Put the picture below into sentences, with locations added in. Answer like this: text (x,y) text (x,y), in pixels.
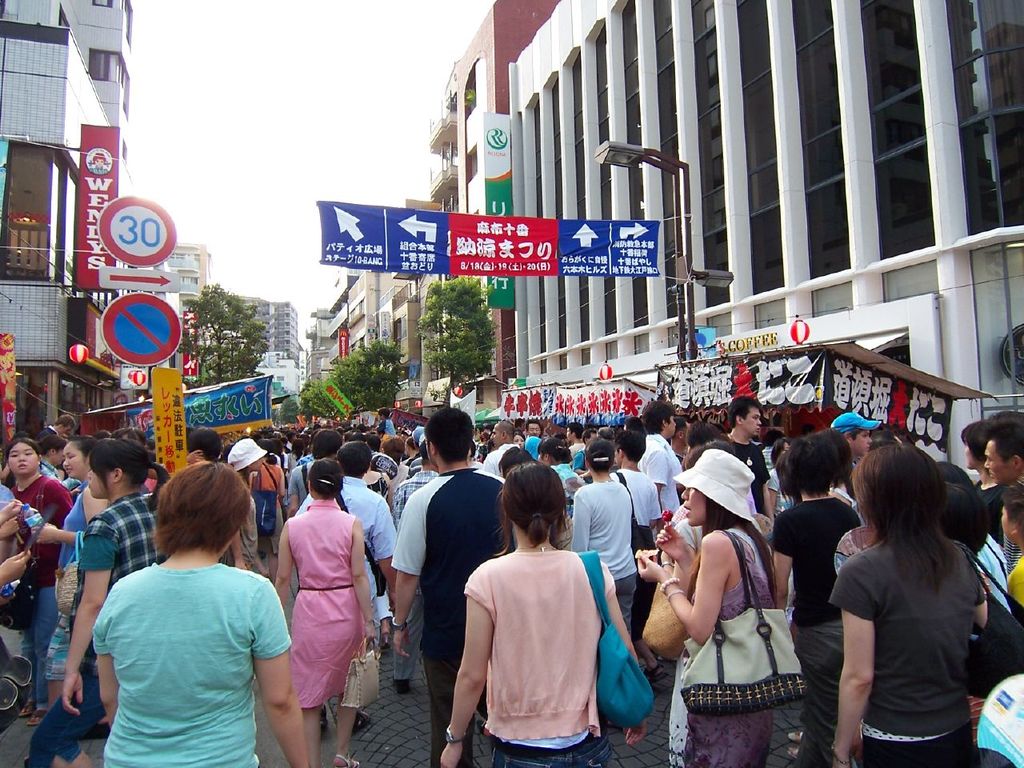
In the center of the image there are group of persons (298,573) walking on the road (401,707). On the left side of the image (280,409) we can see tree (214,353), sign board (173,331), building (72,311) and tent (208,419). On the right side of the image (919,12) there is a street light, building (659,294), trees (486,324) and tent (805,422). In the background (450,101) there are buildings (275,304) and sky (260,101).
